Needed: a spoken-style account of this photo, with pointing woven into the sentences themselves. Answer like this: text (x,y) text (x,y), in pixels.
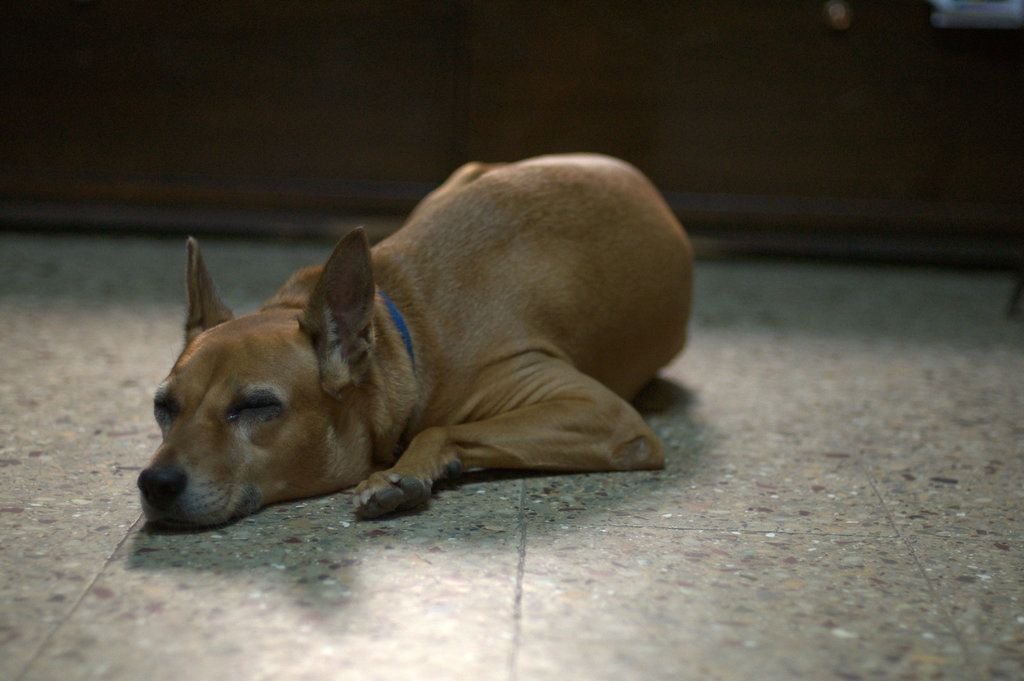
There is a dog (404,364) lying on the floor (135,442) as we can see in the middle of this image (444,419). It seems like there is a wall (374,149) in the background (319,128).
